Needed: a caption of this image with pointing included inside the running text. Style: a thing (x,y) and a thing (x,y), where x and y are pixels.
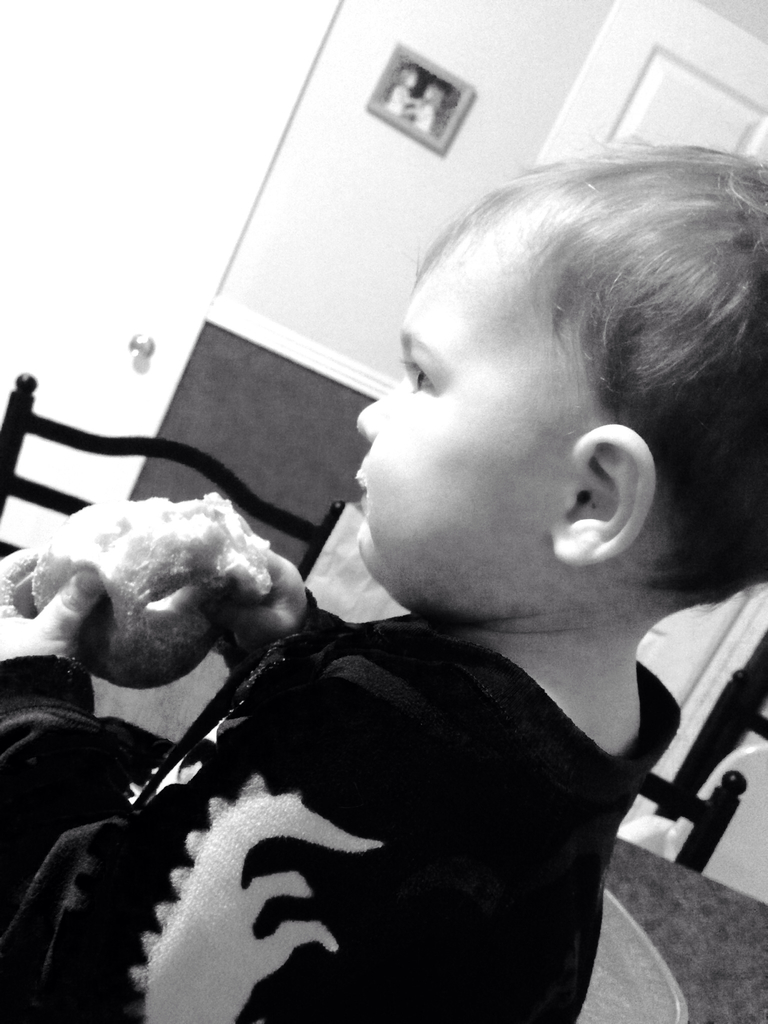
In this image, we can see a kid (371,932) sitting and holding a food item (92,611), we can see chairs (715,736), in the background (351,215), we can see a wall (459,152) and there is a photo (438,134) on the wall (351,200), we can see the door (109,234).
